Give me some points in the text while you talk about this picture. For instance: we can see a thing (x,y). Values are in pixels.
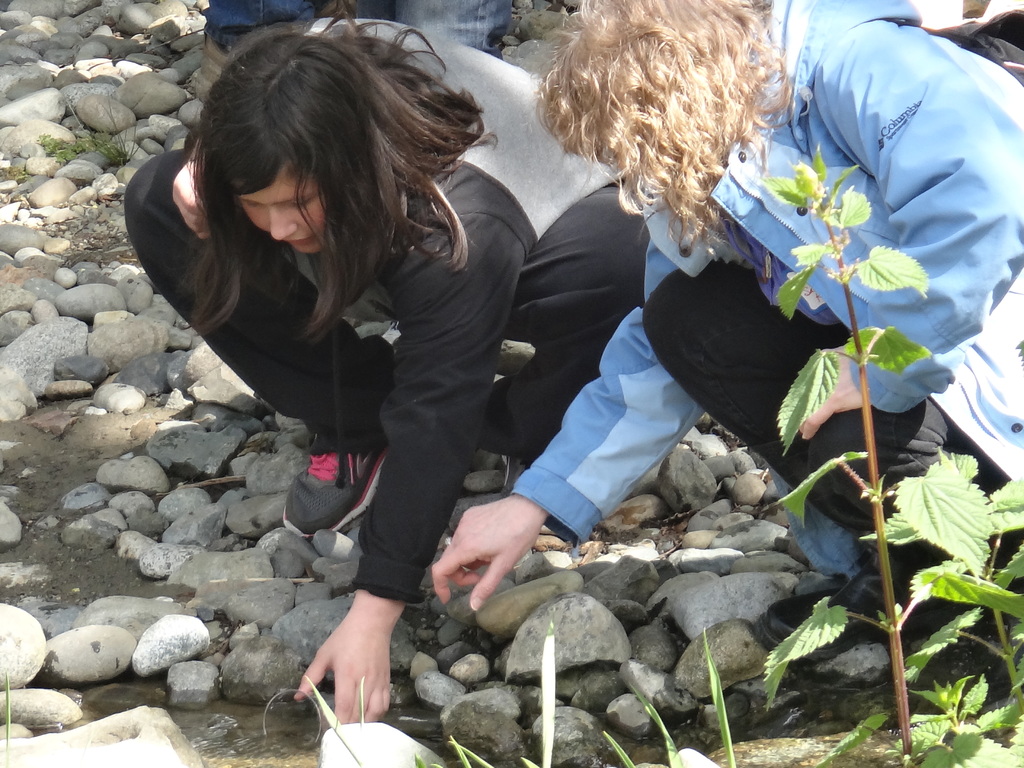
In this image there are two girls (617,339) sitting on the surface (607,584) of the rocks (534,563), in the middle of the rocks (313,641) there is a water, the girl (372,652) holding glass (293,706) and placed it in the water (214,729). On the right side of the image (854,201) there are plants (898,371). In the background (213,21), we can see the legs (233,25) of a person (294,12).
